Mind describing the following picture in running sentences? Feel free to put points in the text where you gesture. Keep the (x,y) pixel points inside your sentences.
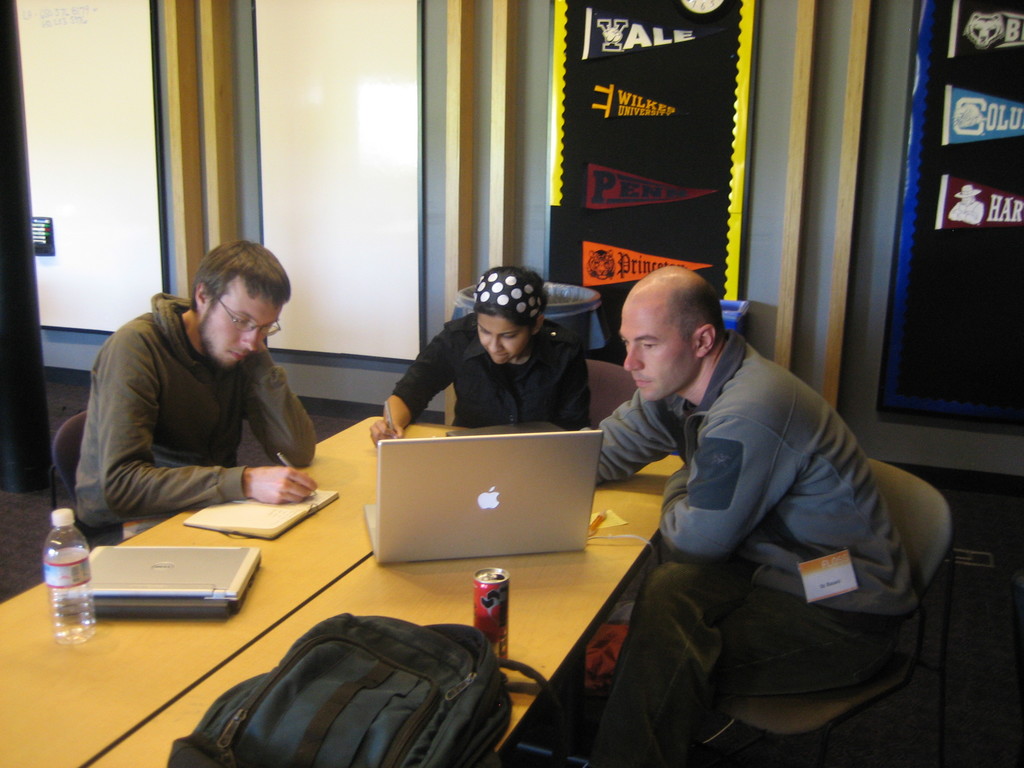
These three persons (132,399) are sitting on the chairs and these two persons (401,400) are holding pens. We can see book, laptop (460,517), tin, bottle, bag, cable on the table (589,563). On the background (627,124) we can see bin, wall (827,162), boards (738,131).
